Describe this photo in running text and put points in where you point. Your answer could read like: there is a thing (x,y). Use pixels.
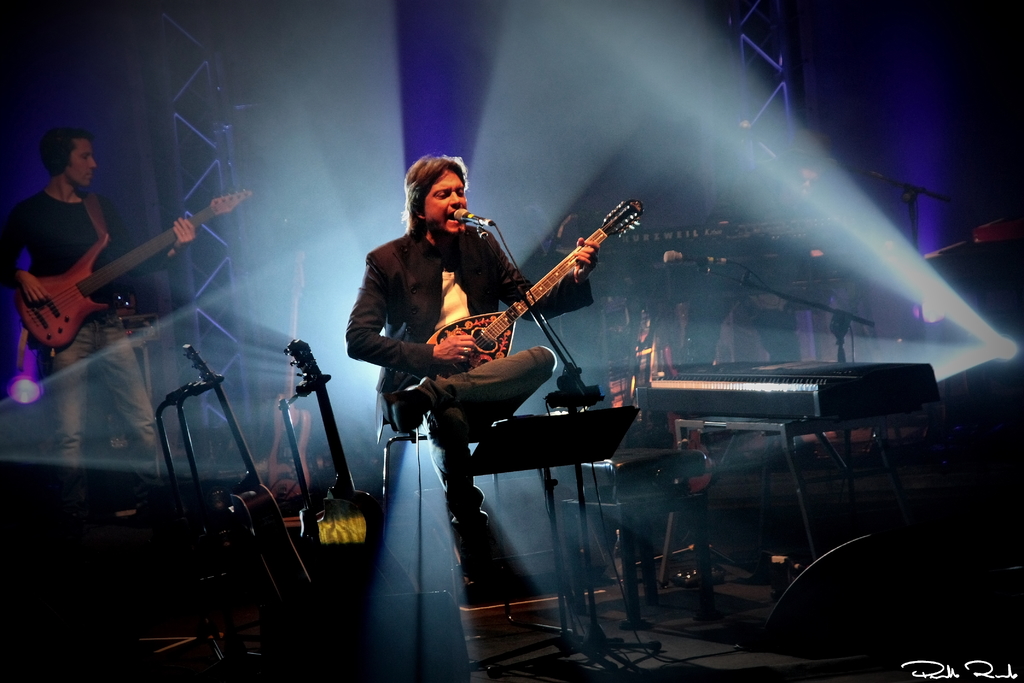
In this image i can see a man (442,315) is sitting on a chair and playing a guitar (455,365) on the microphone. On the left side (74,358) a man (74,242) is also playing a guitar (100,282) on the stage (122,555).
